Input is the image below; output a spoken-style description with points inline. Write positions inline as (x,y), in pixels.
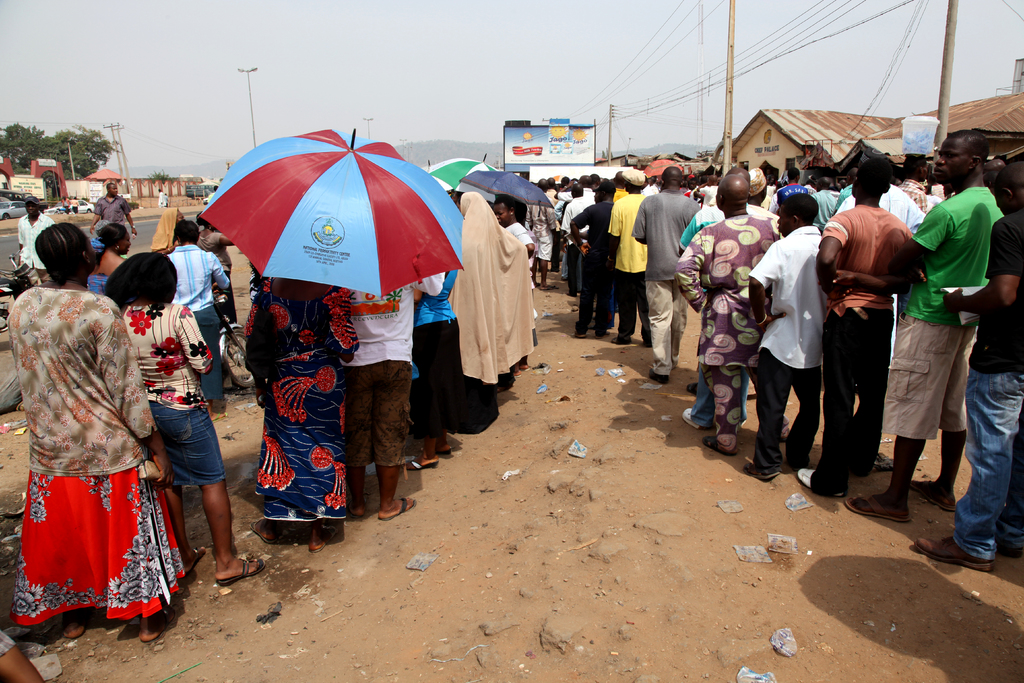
This picture is taken from outside of the city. In this image, on the right side (712,245), we can see a group of people (741,248). On the left side (329,479), we can see a few people (360,398) are standing on the land (635,494) and few people (356,358) are standing under the umbrella (356,145). On the right side (941,131), we can also see some houses (893,126), pole (948,105), electric wires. On the left side (107,247), we can also see a group of people (124,244), vehicles (65,210), buildings (61,189), wall (155,187), trees (20,133), electric pole (112,129), electric wires (134,133), street light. In the background (437,151), we can also see a hoarding (585,158), mountains (453,148). At the top (415,90), we can see a sky (455,104), at the bottom (642,459), we can see a road (154,232) and a land (584,513) with some stones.
